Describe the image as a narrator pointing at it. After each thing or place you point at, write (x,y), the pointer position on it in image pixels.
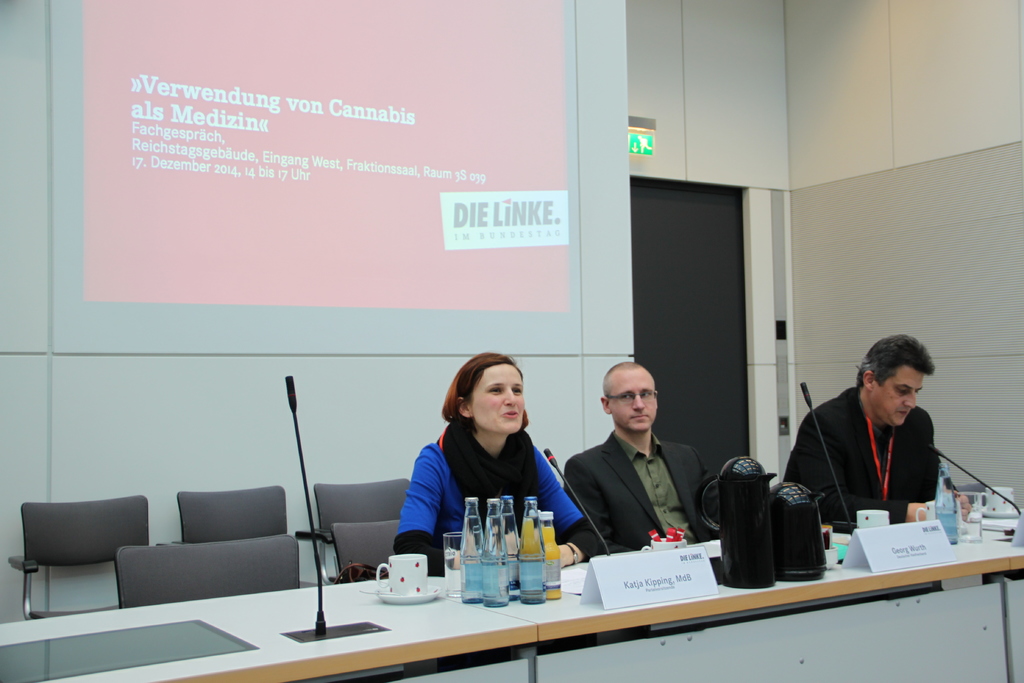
This picture shows three people (609,531) seated on the chairs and we see few water bottles (469,540), cups (394,575) and microphones (322,615) on the table (955,586) and we see a projector screen (545,17) on the back (499,6).
